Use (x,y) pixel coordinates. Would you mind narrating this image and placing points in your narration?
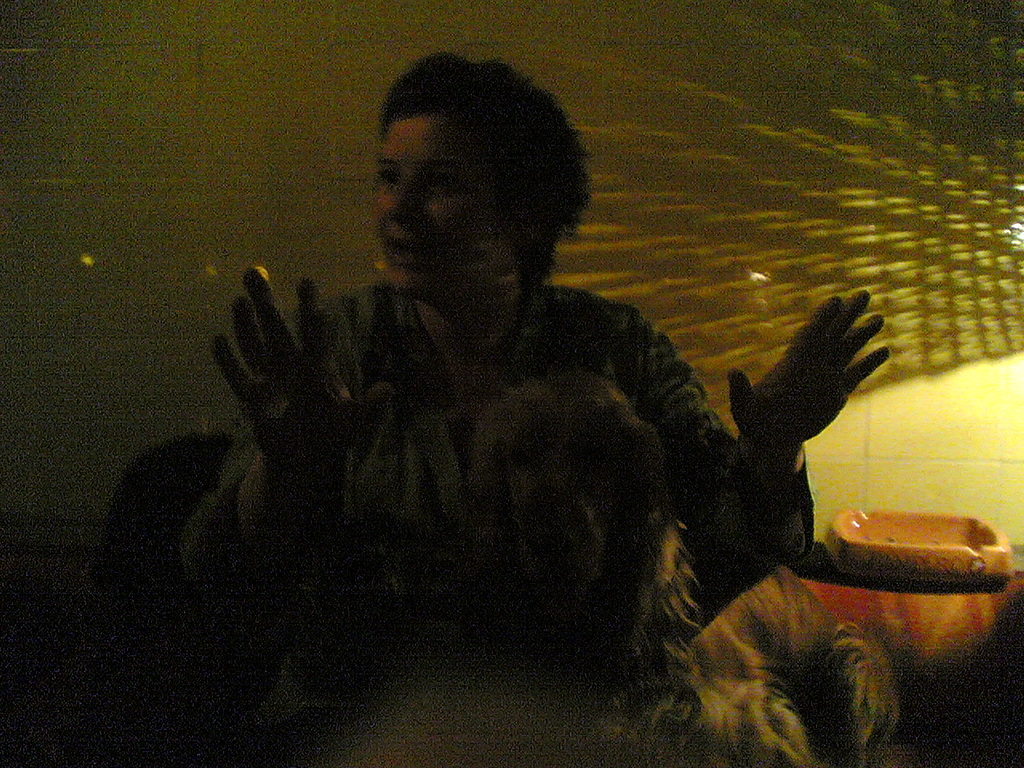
In the center of the image (517,509) we can see a woman (494,189) sitting on the chair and we can also see dog (577,477) in the lap (370,688). In the background (961,260) we can see wall (714,276).
